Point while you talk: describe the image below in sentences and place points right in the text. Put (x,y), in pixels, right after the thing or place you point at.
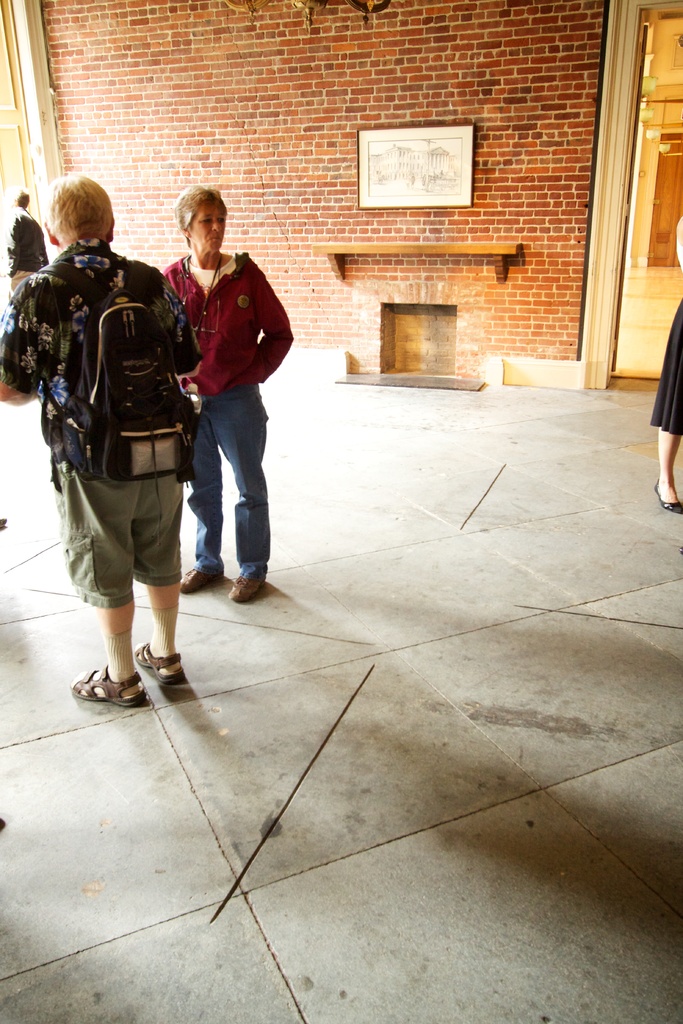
In the background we can see a frame (401,159) on the wall (409,93). In this picture we can see few objects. We can see people (86,215) standing on the floor (644,617). On the right side of the picture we can see a person's leg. We can see a man (173,353) wearing a backpack (149,316) and standing.
